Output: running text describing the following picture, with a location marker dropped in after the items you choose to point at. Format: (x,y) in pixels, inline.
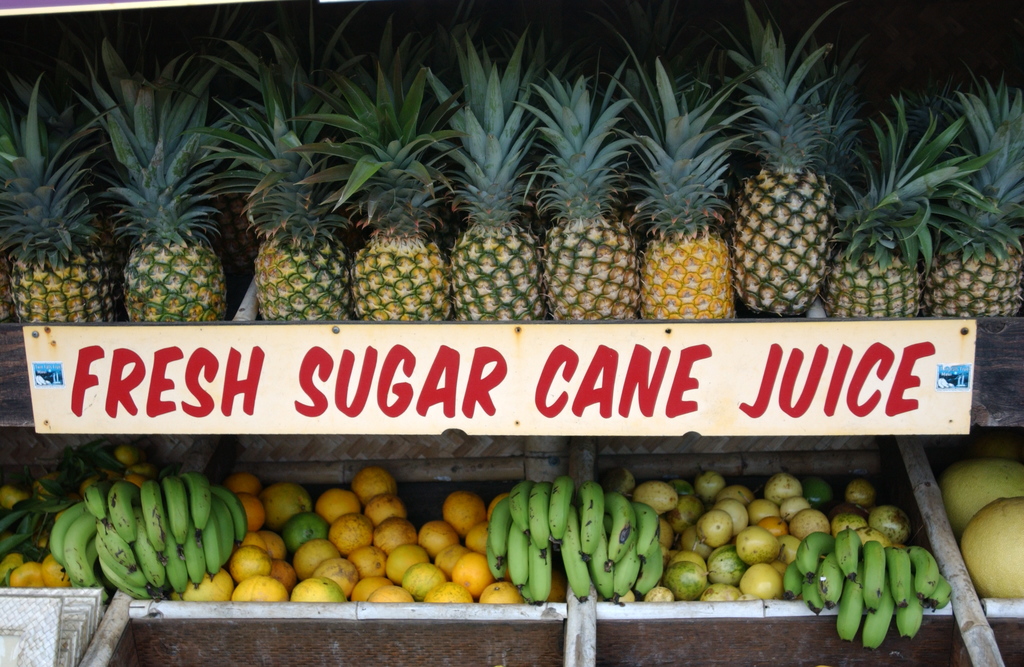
In the image in the center (493,248) we can see racks (791,464), baskets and different types of fruits (687,590) like pine apples (668,313), bananas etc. And we can see one banner (190,415). On the banner (528,349), it is written as "fresh Sugarcane Juice".
